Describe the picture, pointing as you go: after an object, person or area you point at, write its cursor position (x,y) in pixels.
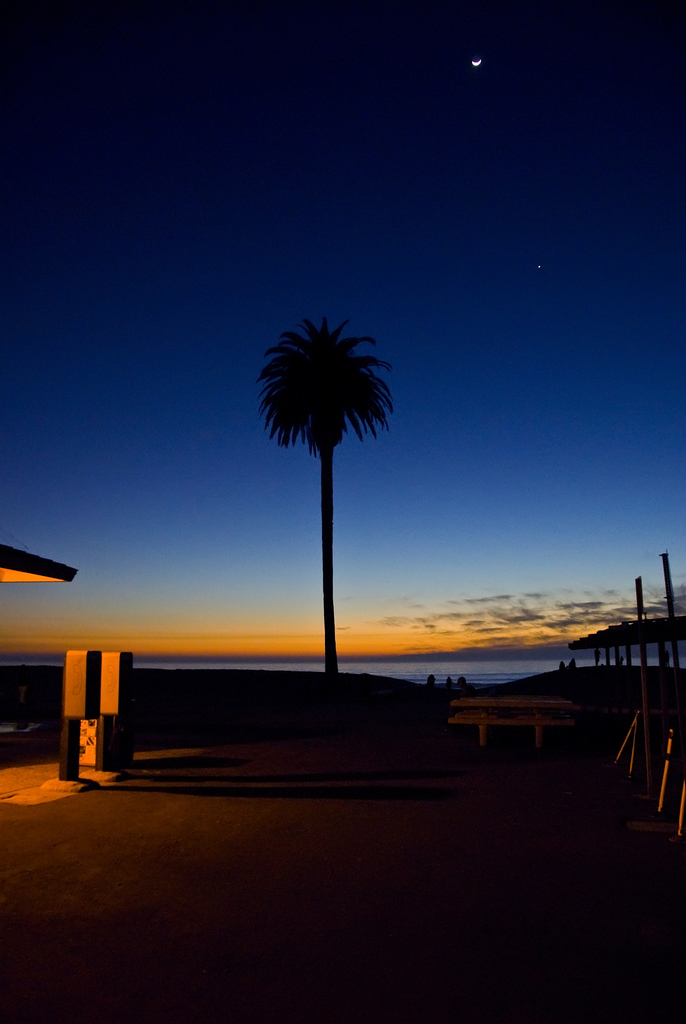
In the middle (291,394) there is a tree (286,402), at the back side (446,668) there is water (428,673) in this image. At the top (490,267) it is the sky (496,261) in the evening time.
